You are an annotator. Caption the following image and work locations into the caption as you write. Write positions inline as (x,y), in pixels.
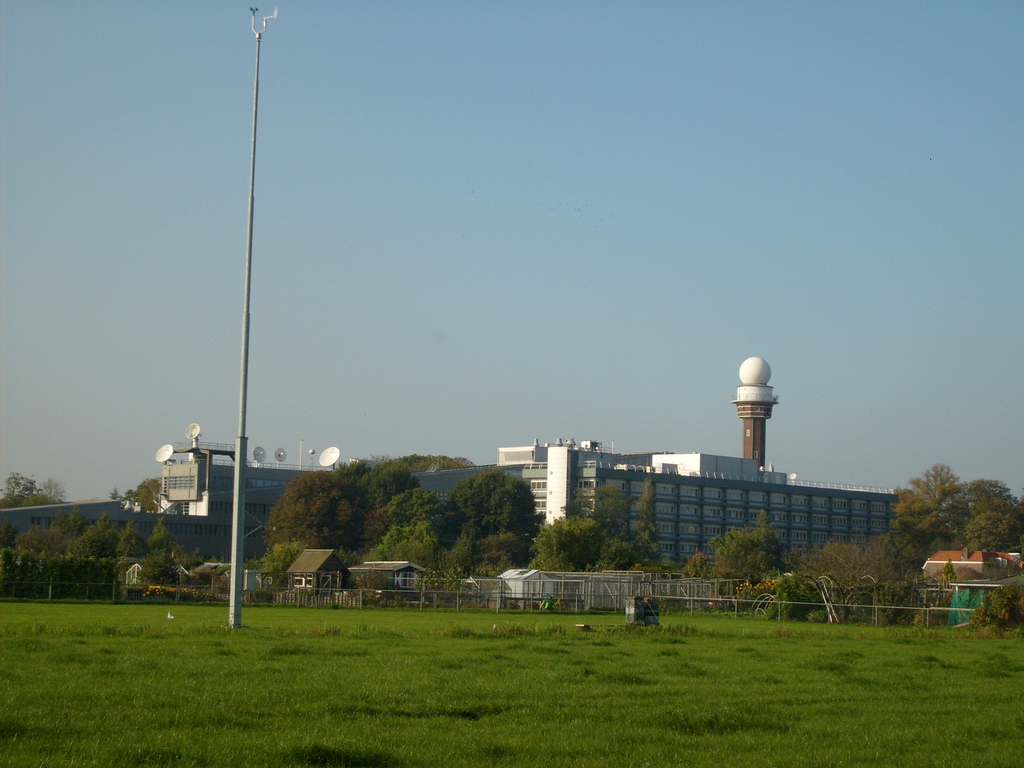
In this image we can see sky (239,223), pole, buildings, fence (472,605), trees (943,545) and shed (966,599).
